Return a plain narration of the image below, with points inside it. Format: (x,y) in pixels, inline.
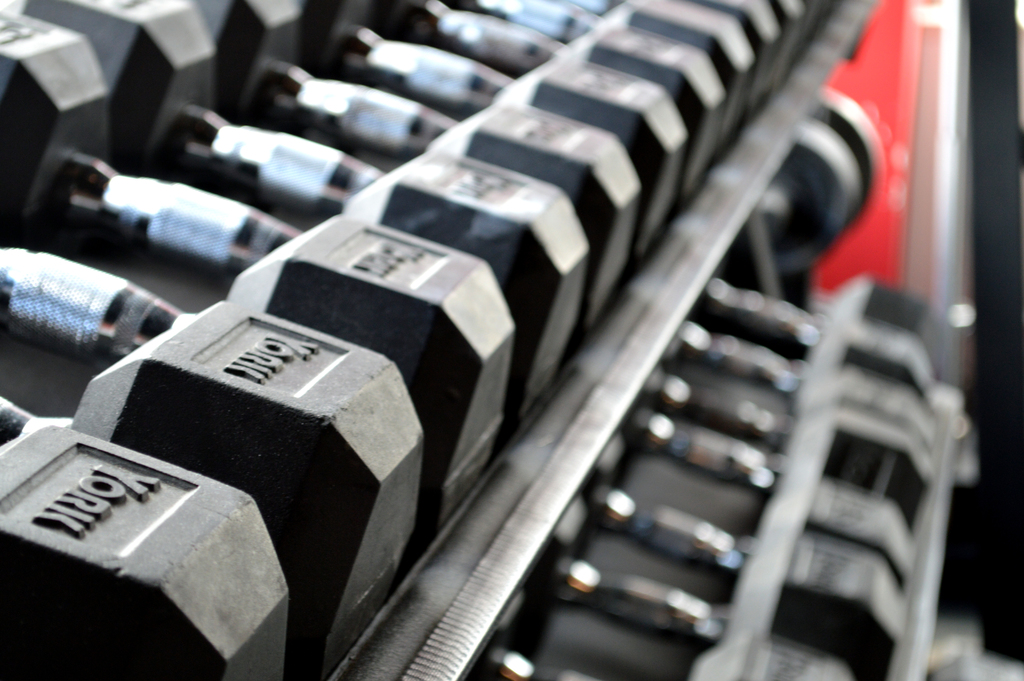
In this image, these look like the dumbbells (611,113), which are arranged in an order. The background (941,54) looks blurry.
